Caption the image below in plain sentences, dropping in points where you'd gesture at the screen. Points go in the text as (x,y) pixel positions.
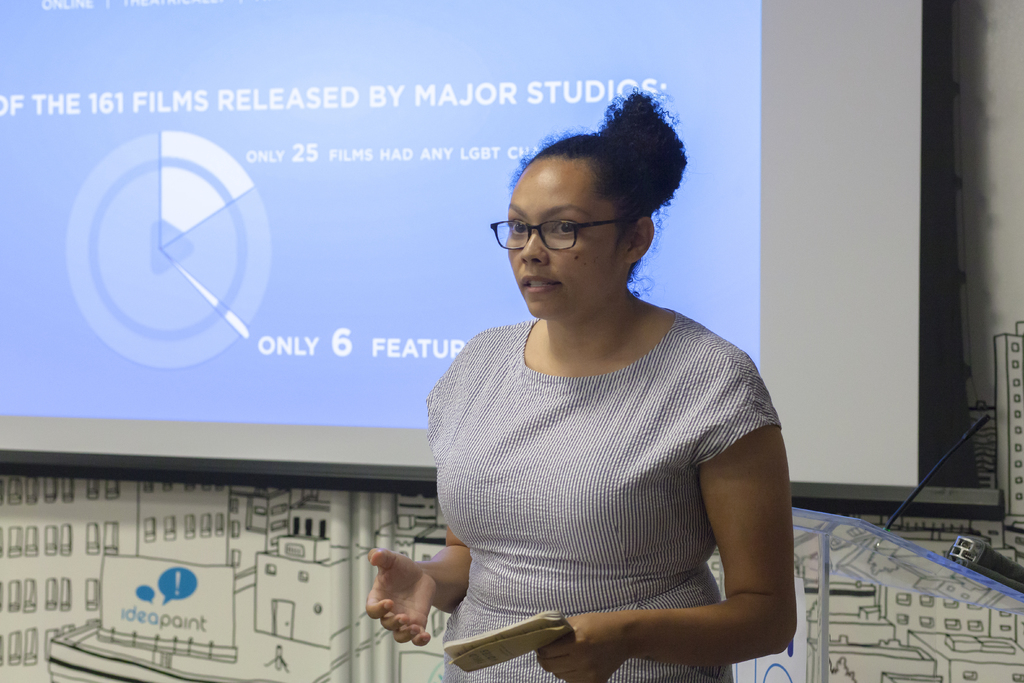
Here I can see a woman (553,411) standing, holding a book (516,641) in hand (583,635). In the background (448,101) there is a screen (201,165) on which I can see some text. On the right side (918,565) there is a glass podium (852,540) on which a microphone (921,483) is attached.
